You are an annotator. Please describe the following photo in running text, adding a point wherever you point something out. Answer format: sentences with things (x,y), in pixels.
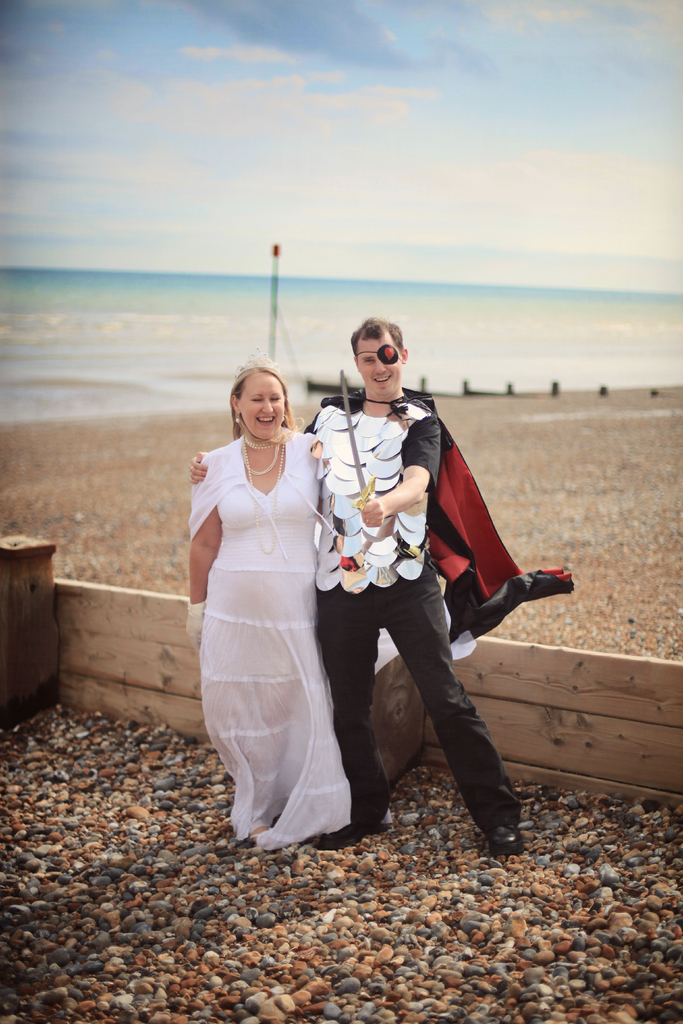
In this image I can see a man (443,494) and a woman (282,431). I can see he is wearing a costume (343,431) and he is holding a sword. On the left side (211,495) I can see she is wearing a gown (314,482) and I can also see smile on their faces (397,378). In the background (198,202) I can see a pole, water (154,353), clouds (327,142) and the sky (241,228). I can also see number of stones (538,484) and the wooden wall (185,633) on the ground (169,590). I can see this image is little bit blurry in the background (272,357).
